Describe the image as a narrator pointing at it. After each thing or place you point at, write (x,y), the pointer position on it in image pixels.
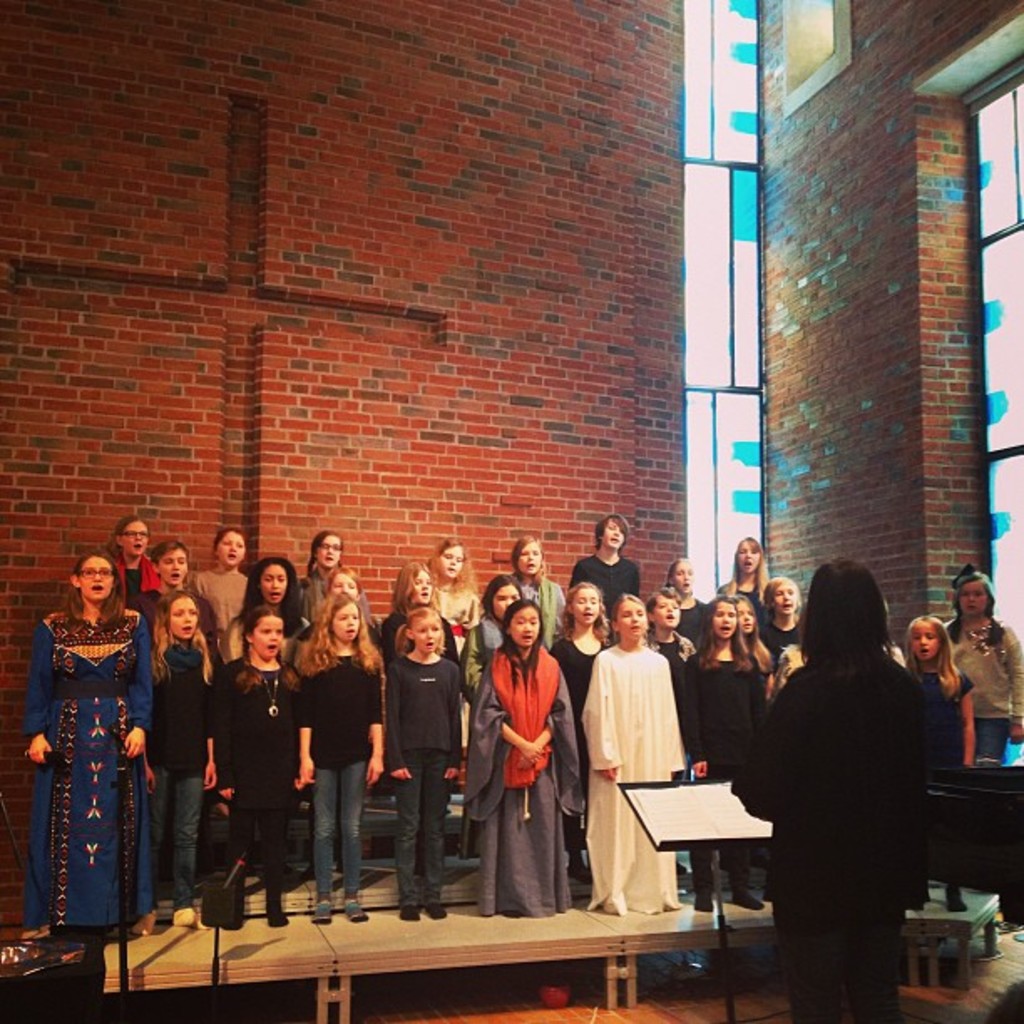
In the image there are few girls (470,678) and women (502,610) standing on the bench (434,935) in front of the brick wall (532,351) singing, on the right side (873,794) there is a woman (858,775) standing in front of the dais (701,802).
